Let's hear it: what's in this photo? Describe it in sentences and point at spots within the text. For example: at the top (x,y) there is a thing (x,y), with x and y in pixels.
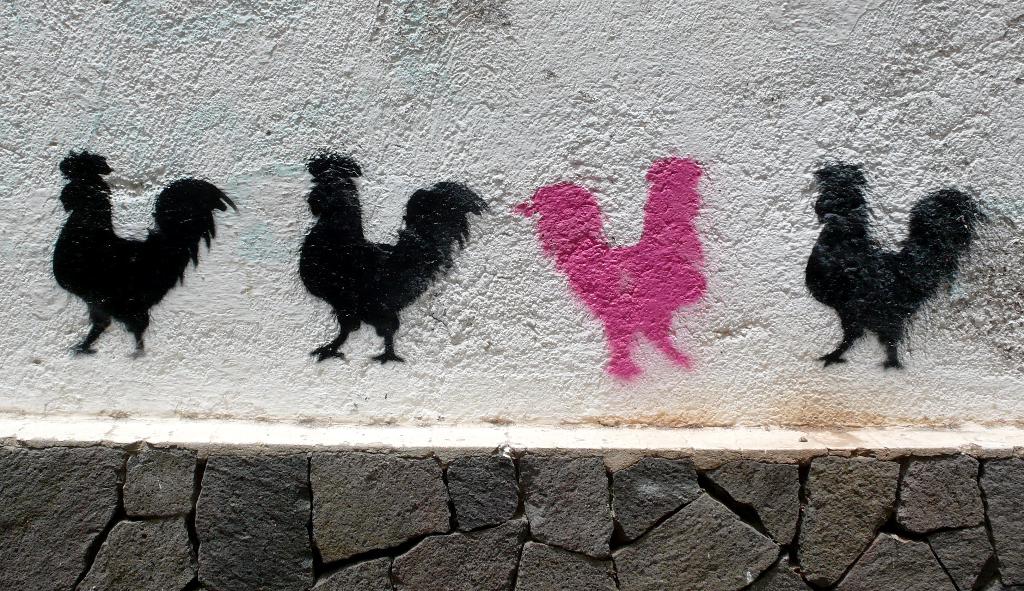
In the image we can see there are paintings (116,310) of hen (944,234) on the wall (542,267). There is a rock wall (433,552).
